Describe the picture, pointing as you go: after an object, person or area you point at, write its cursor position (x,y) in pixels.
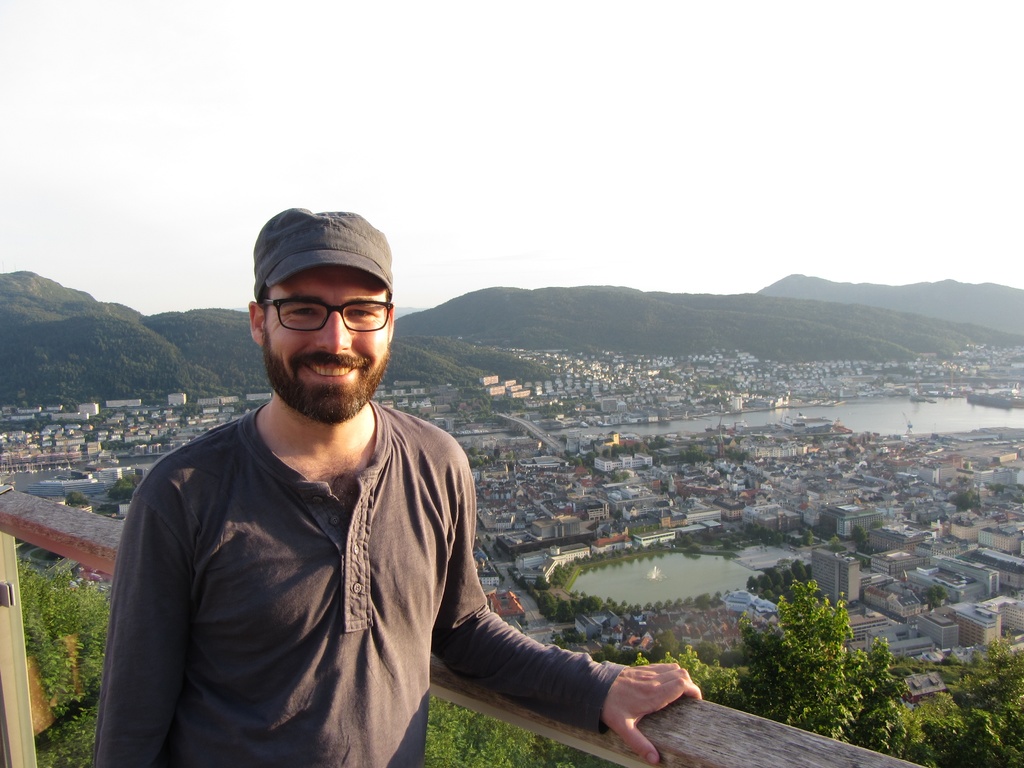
This image consists of a man (399,549) wearing black shirt (355,551) and a black cap (314,250). He is standing in a height. He is holding a railing (780,743) made up of wood (799,741). In the background (49,456), there is a city (487,386) and many building (913,684) along with mountains (684,321).
